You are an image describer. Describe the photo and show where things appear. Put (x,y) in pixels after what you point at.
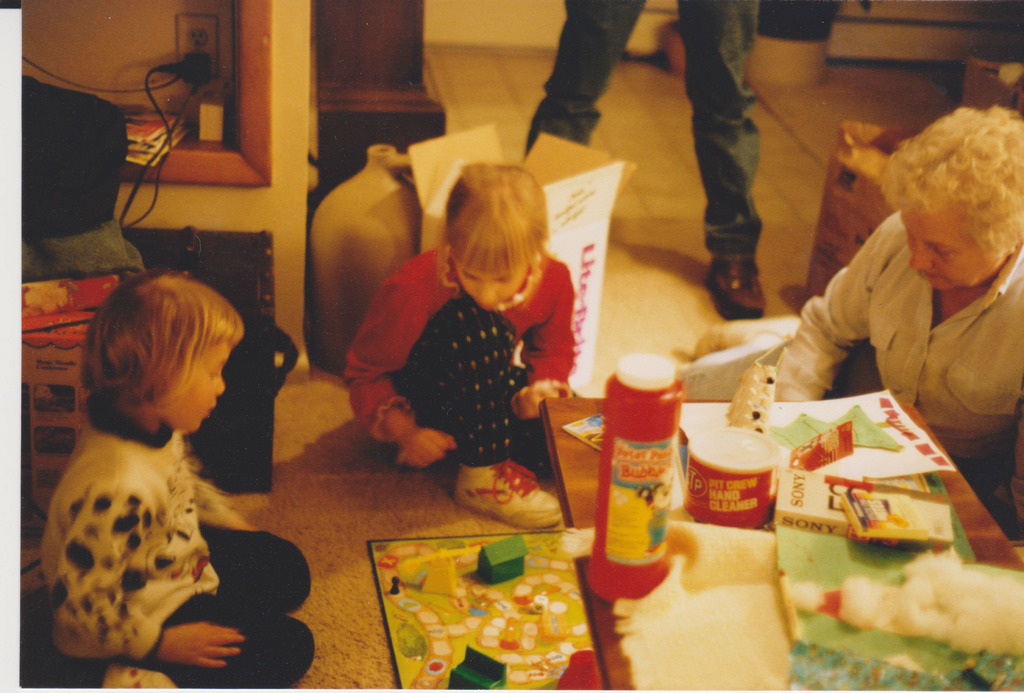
The image is inside the room (705,287). In the image there are three people (566,294) sitting in front of a table (783,512), on table (789,511) we can see bottle (661,529), book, paper (920,447). In background (592,69) there is a person (592,69) standing and we can also see a switch board (198,49) at bottom (486,601) there is a toy (440,567) and a mat (315,494).
